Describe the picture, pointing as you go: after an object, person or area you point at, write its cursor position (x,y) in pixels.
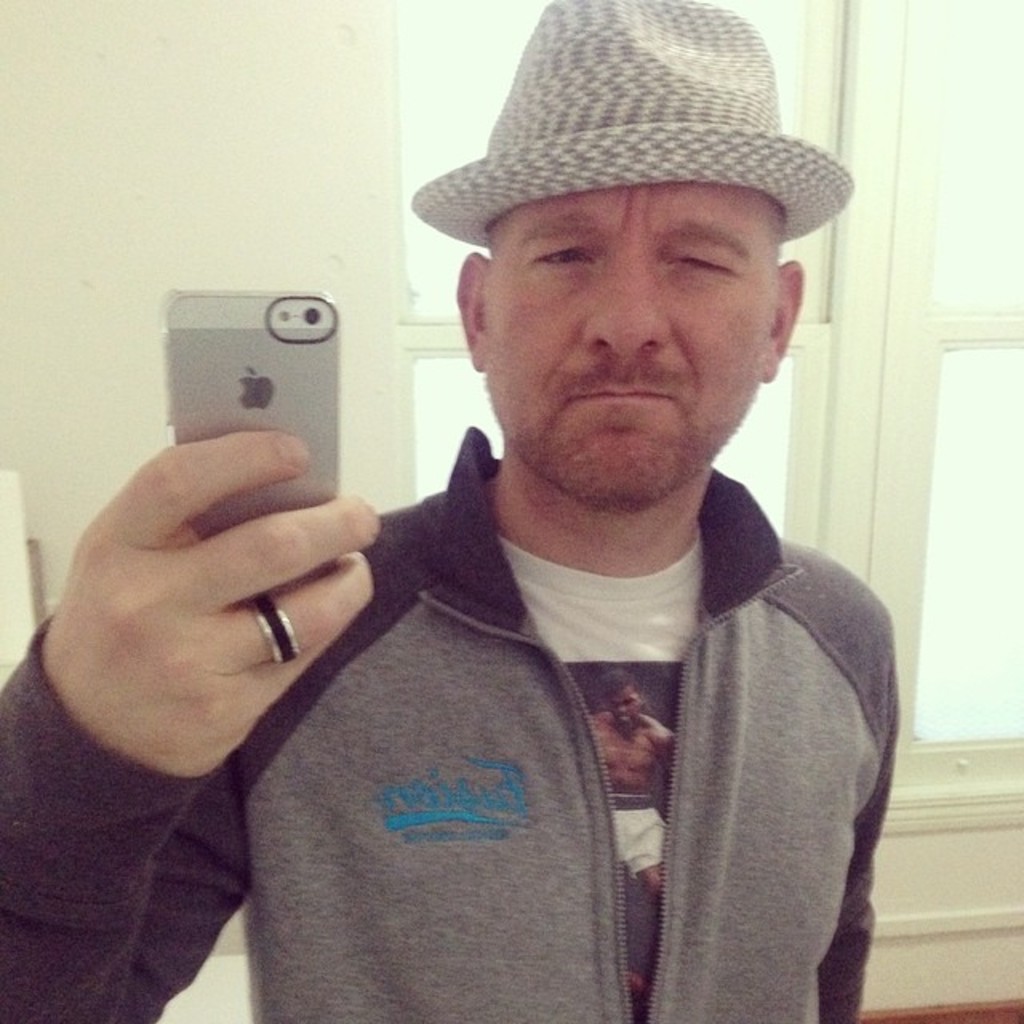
In this image in the foreground (623,527) there is one person (552,377) standing and he is wearing a hat (629,140) and he is holding a mobile (268,406). In the background (909,353) there is a window (996,499) and wall (43,493).
